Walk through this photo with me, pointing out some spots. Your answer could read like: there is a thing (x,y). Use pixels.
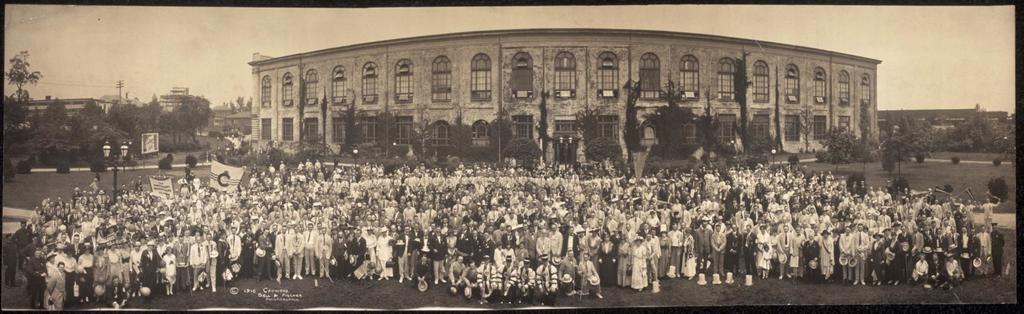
There are persons (269,200) in different color dresses (511,177) on a ground (325,293), on which there is grass (261,284). In the background (244,131), there are buildings (680,60), trees (972,137) and there is sky (259,44).
